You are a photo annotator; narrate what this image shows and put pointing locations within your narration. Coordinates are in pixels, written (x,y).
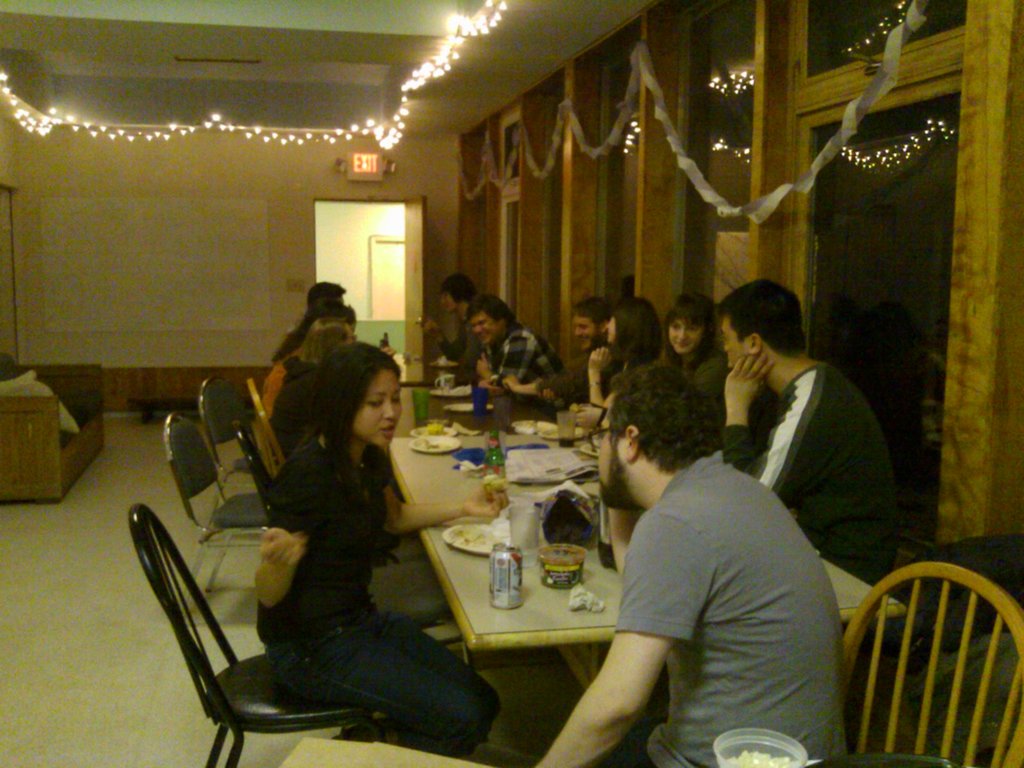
In this picture we can see many people (378,422) are sitting and talking in front of the table (467,485). There are many item (565,512) on the table (531,567) like coke (509,574), plate (491,533), cups (515,532), glasses (529,526) are on the table (450,462). And we can see chairs (182,422). To the left side (54,414) there is sofa (52,423). And on the top (454,22) there are lights (429,71). And to the right (758,149) there is a doors (842,195) with glasses (740,202).
